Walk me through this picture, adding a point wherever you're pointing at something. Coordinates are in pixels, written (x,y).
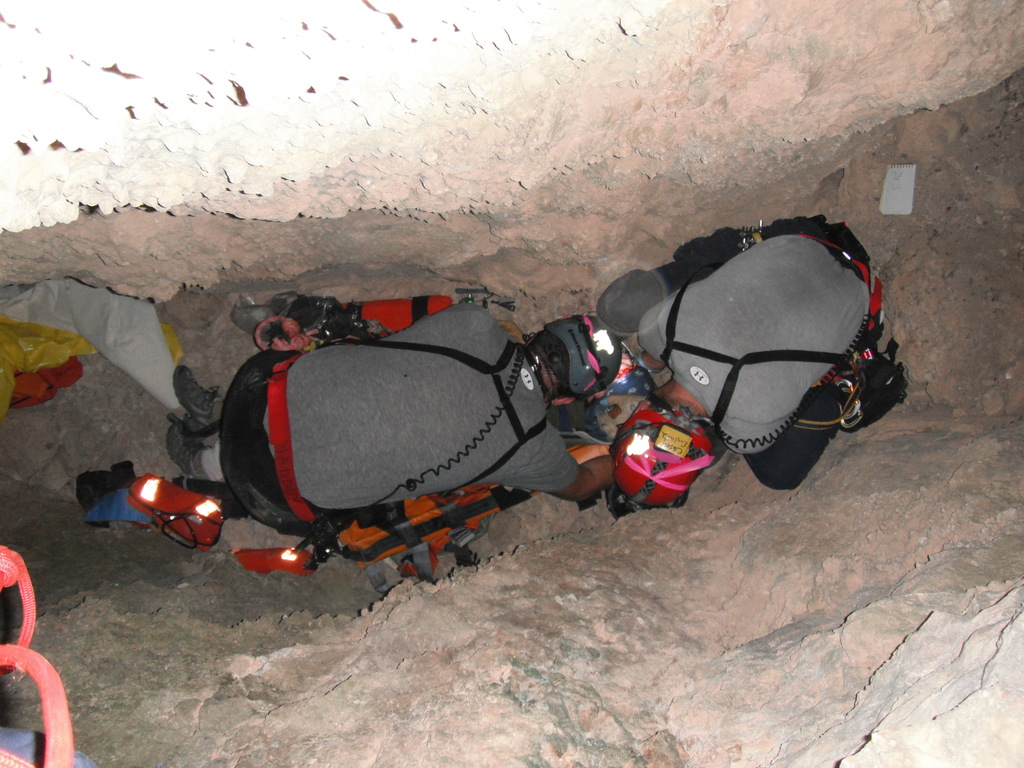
In this image we can see three people (556,490) on the ground (545,514). We can also see shoes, a bag (479,514) and some objects (465,545) which are placed beside them. We can also see the rocks (673,658).
